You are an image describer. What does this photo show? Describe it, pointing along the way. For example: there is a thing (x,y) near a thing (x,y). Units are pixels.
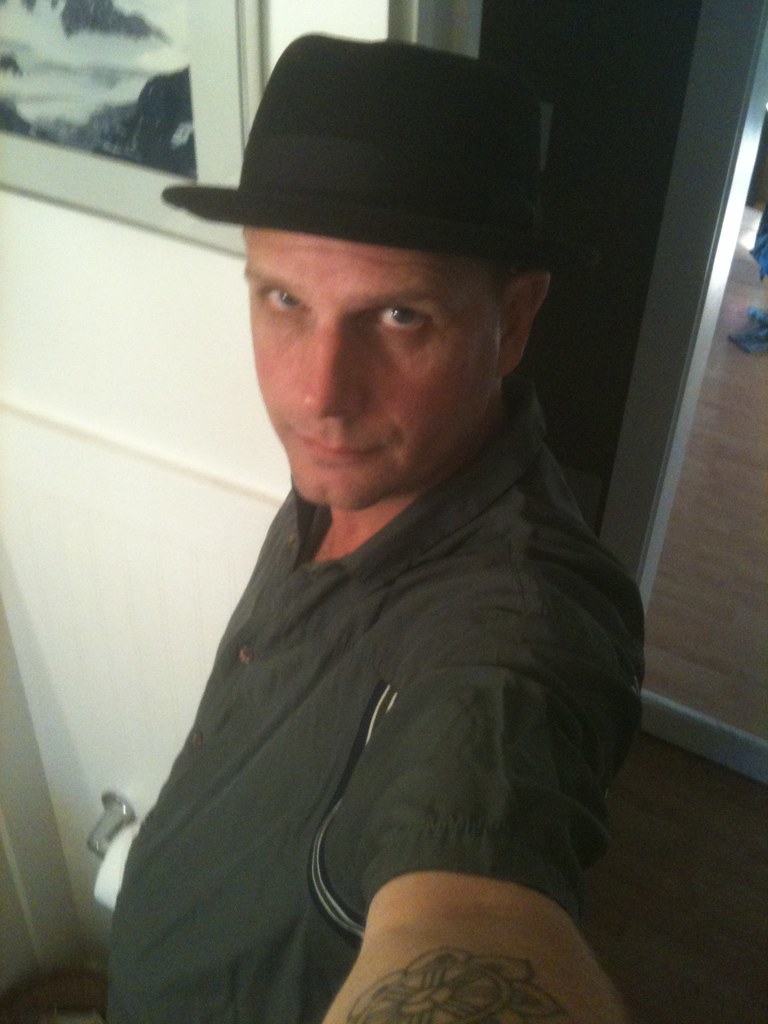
This image consists of a man (464,600) wearing a black hat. On the left (169,91), there is a frame (43,110) on the wall (89,274). On the right (553,25), there is a door (502,3).
